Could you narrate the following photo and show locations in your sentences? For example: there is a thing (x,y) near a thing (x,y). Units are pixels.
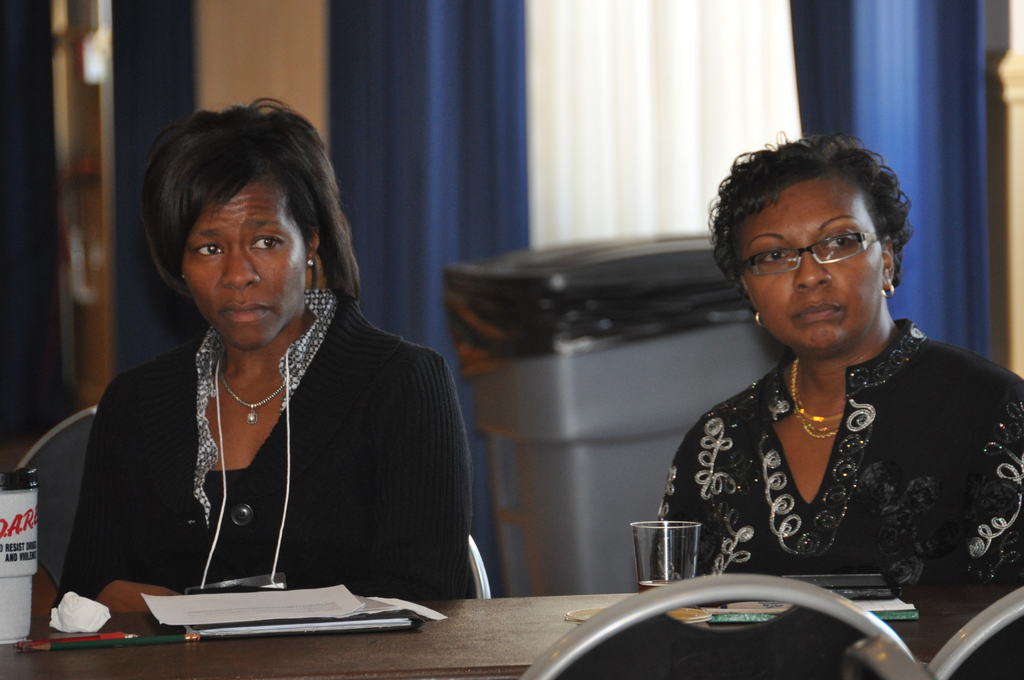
In this image I see 2 women (155,153) who are sitting on chairs (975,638) and there is a table (61,665) in front of them and there are books (808,577), glass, papers (199,606) and 2 pens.
